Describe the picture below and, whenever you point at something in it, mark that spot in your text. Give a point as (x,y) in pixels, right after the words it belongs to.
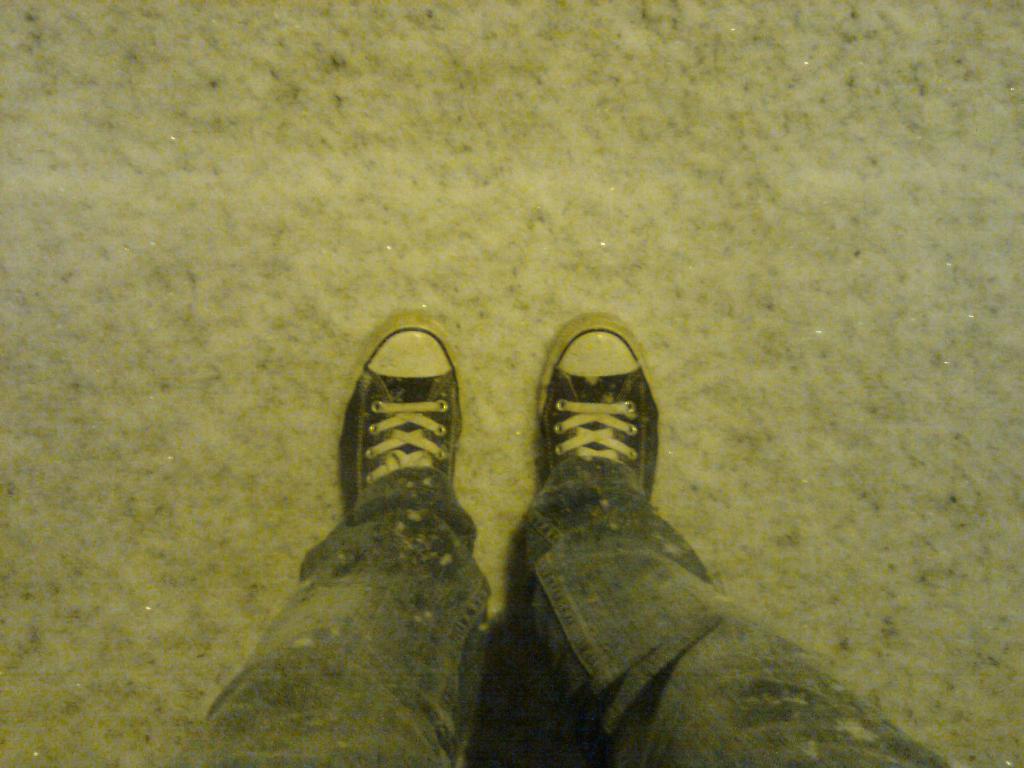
In the image there are legs (423,650) of a person (421,576) and the person (422,451) is wearing shoes (422,451), it seems like there is ice (563,235) around the person (385,601).
